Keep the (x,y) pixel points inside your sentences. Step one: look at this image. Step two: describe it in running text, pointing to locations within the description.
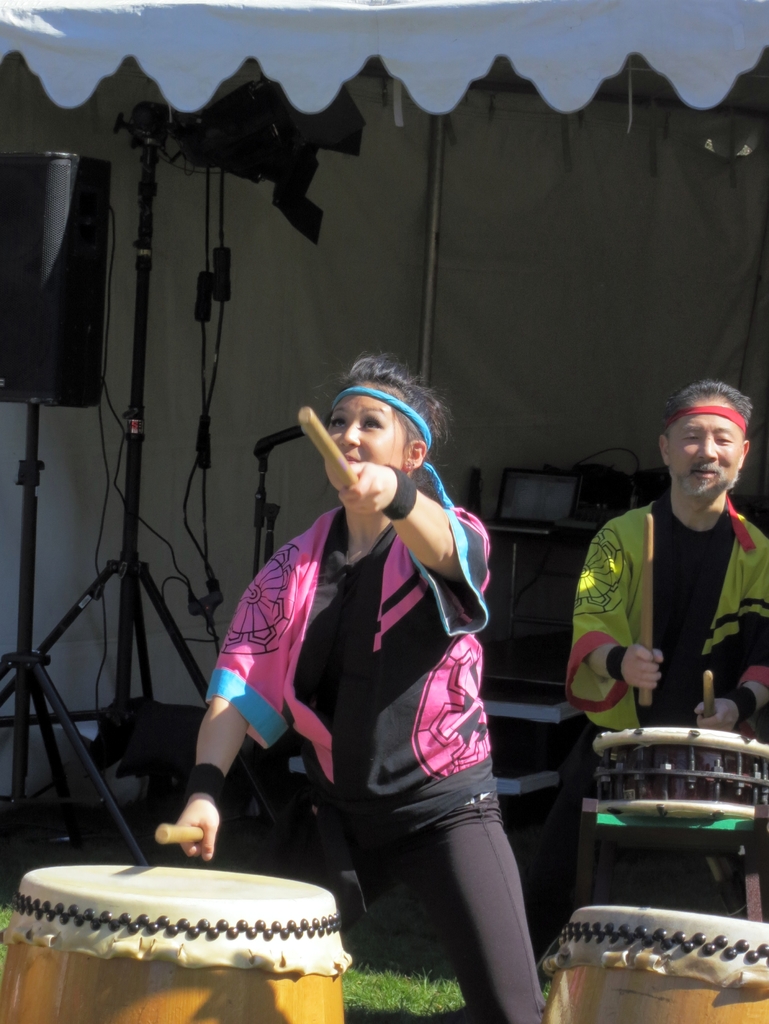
This is a picture taken in the outdoor. There are two persons (477,705) standing on the floor (421,942) and playing music instruments (646,742) and this two people (618,699) holding the sticks (202,837). Background of this people (449,776) is a speaker (60,220) with stand (28,598) and a light (279,191) with a tent (499,240).
